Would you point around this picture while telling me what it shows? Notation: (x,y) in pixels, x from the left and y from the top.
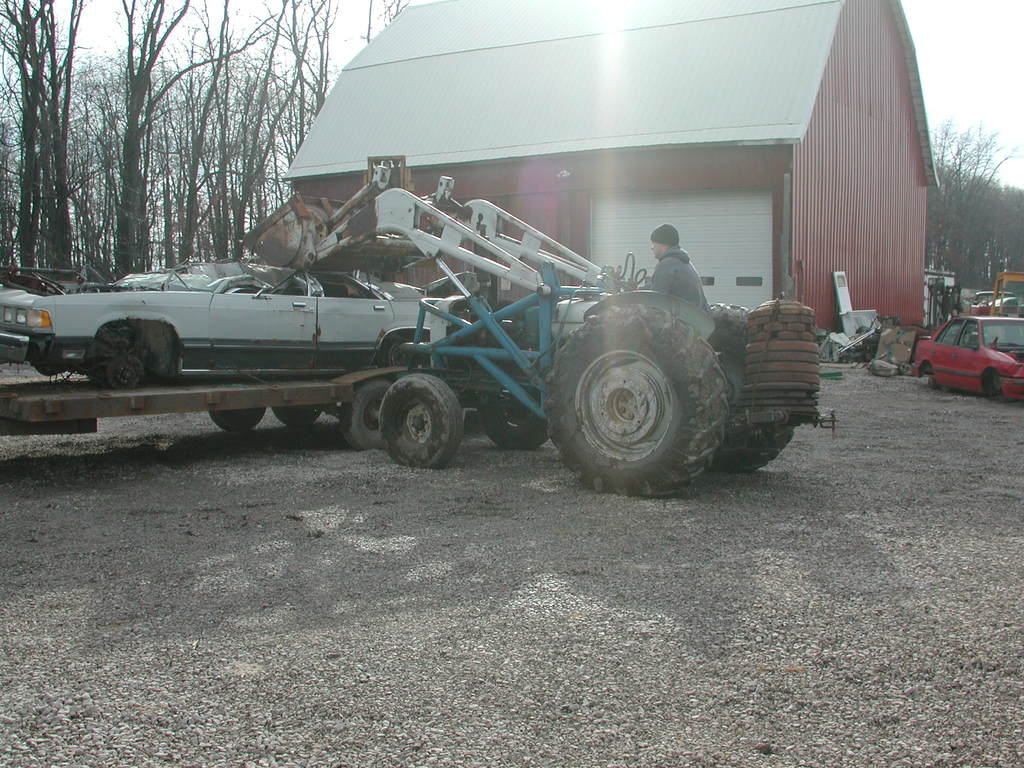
In this picture there are vehicles (504,389) and there is a person (657,283) sitting on the tractor (623,358), there is a house (765,201) and there are trees (958,234), at the top (952,70) there is sky (937,68).
